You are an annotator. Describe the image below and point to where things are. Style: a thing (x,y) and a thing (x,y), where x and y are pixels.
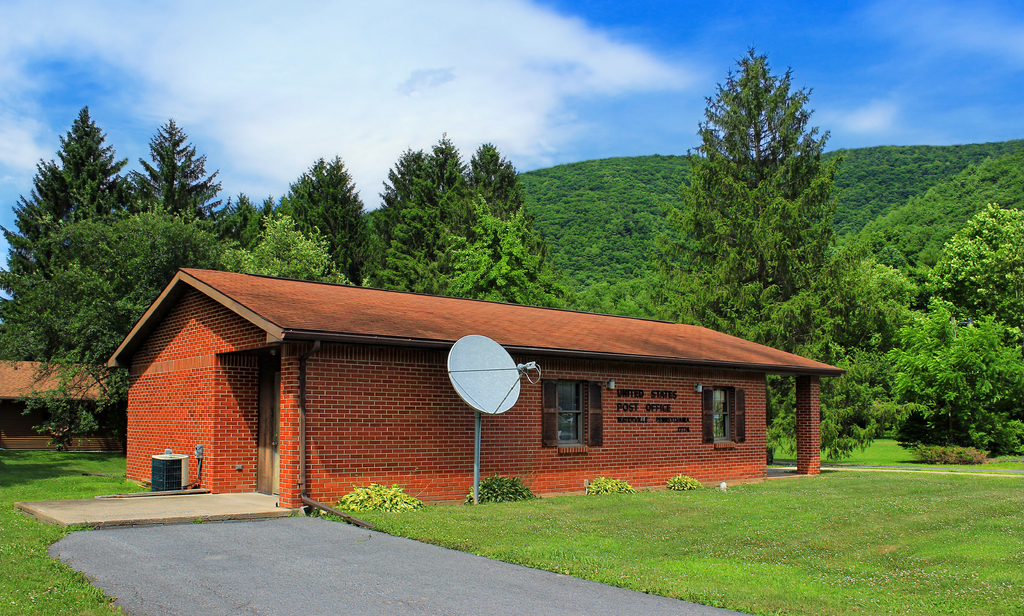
In this image there is a brick house (315,389) in the middle (418,405). Beside the brick house (469,428) there is an antenna (495,348). In the background (539,231) there are hills (905,210) on which there are trees (763,203). At the top (833,32) there is the sky (815,63). At the bottom (321,554) there is a road (226,569). On the right side (810,565) there is a ground (743,523) beside the house (659,429). In the background (39,423) there is another house (20,393).
